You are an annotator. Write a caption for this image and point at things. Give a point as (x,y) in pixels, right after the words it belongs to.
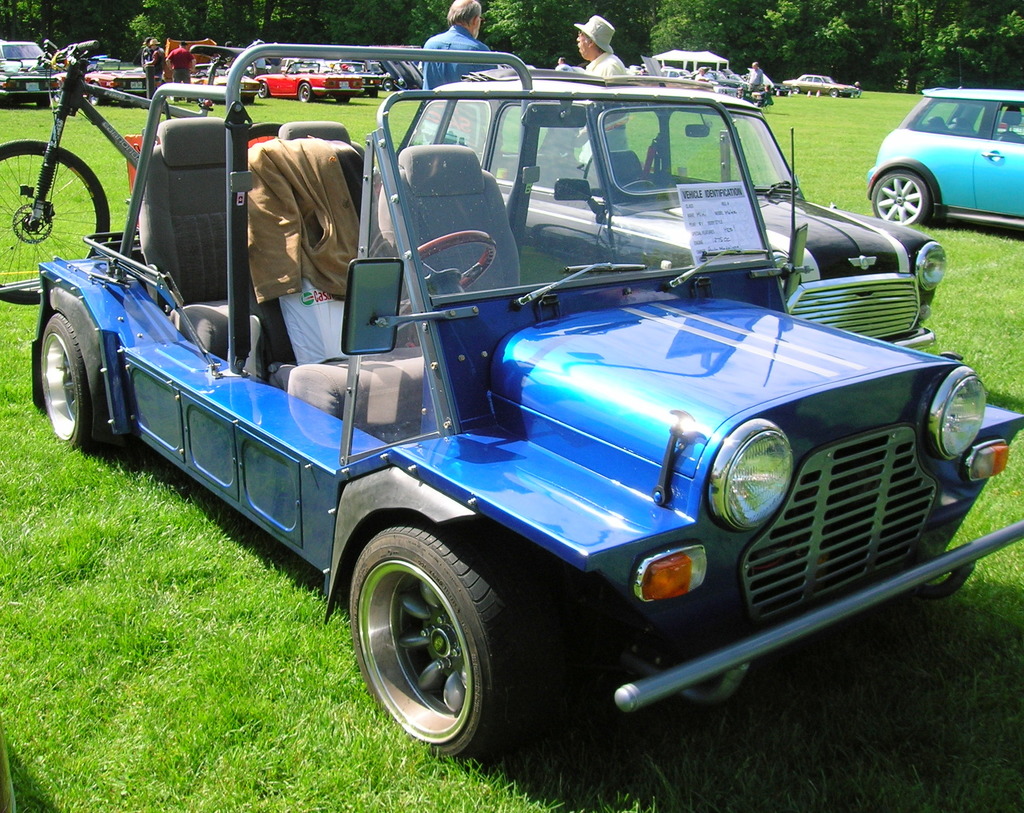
In this image I can see some vehicles (461,333) and bicycles (123,153). They are on the grass (225,639). To the side of these vehicles (554,113) I can see few people (160,58) with different color dresses (147,63) and one person (585,41) with the hat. In the background (548,44) I can see the tents (662,66) and many trees (218,19).
